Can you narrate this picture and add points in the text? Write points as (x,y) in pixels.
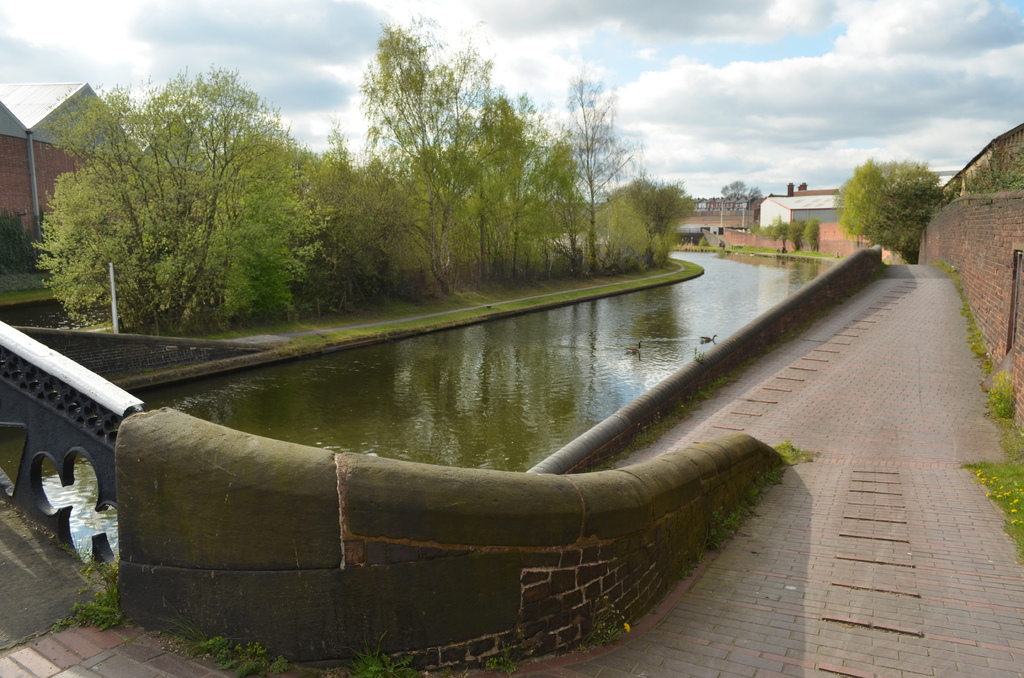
In the center of the image (598,305) there is a canal (646,375) and there are ducks (714,338). On the left (220,237) there are trees (502,206). In the background (605,186) there are sheds (779,195) and sky (581,70).
